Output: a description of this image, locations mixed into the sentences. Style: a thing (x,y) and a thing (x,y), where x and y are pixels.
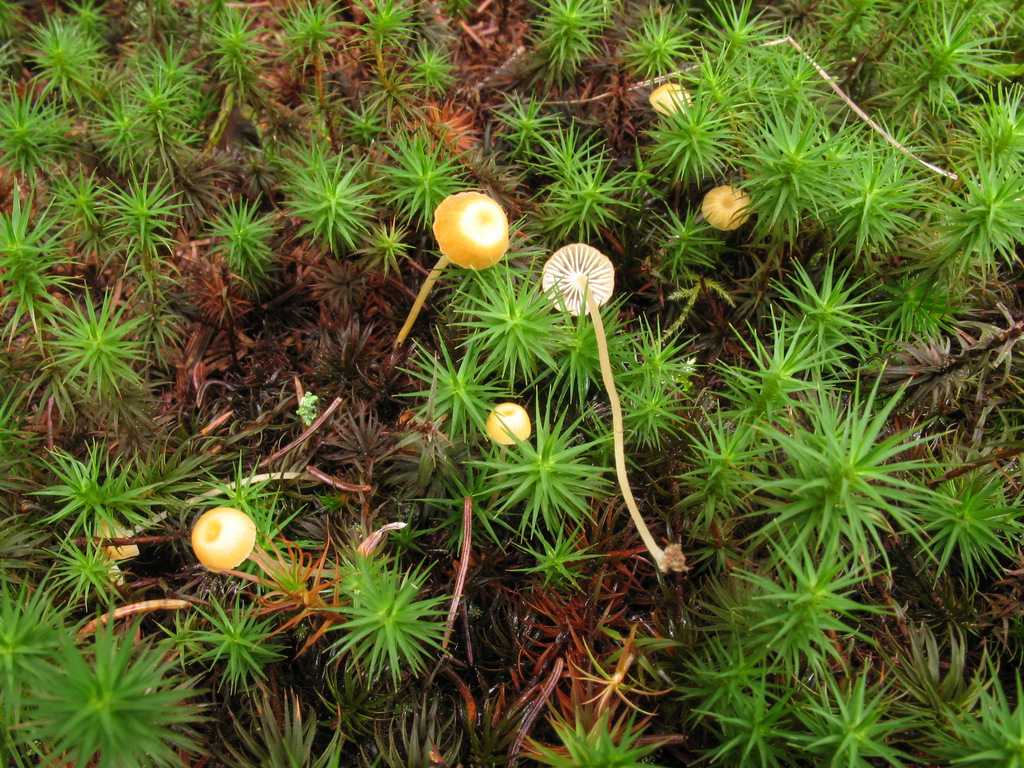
In this image there are plants (377,329), there are mushrooms (208,525).
